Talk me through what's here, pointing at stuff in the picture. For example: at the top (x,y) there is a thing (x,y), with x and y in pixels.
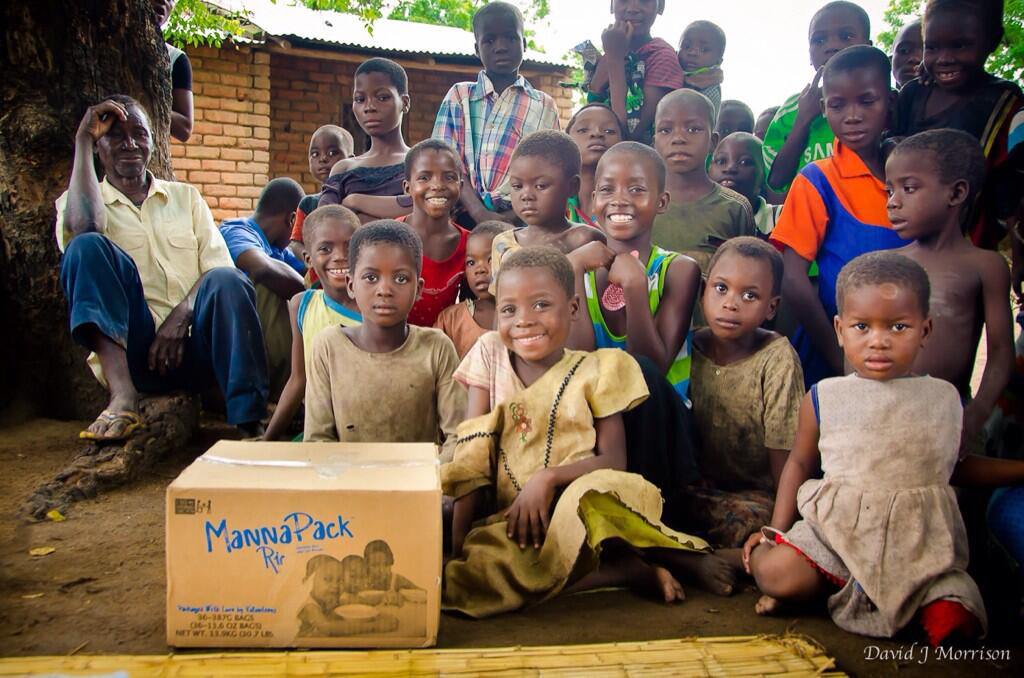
In the middle of the image (436,451) we can see a box (384,452). Behind the box (411,460) few people (604,72) are sitting, standing and smiling. Behind them there are some trees (2,121) and house (186,154).
